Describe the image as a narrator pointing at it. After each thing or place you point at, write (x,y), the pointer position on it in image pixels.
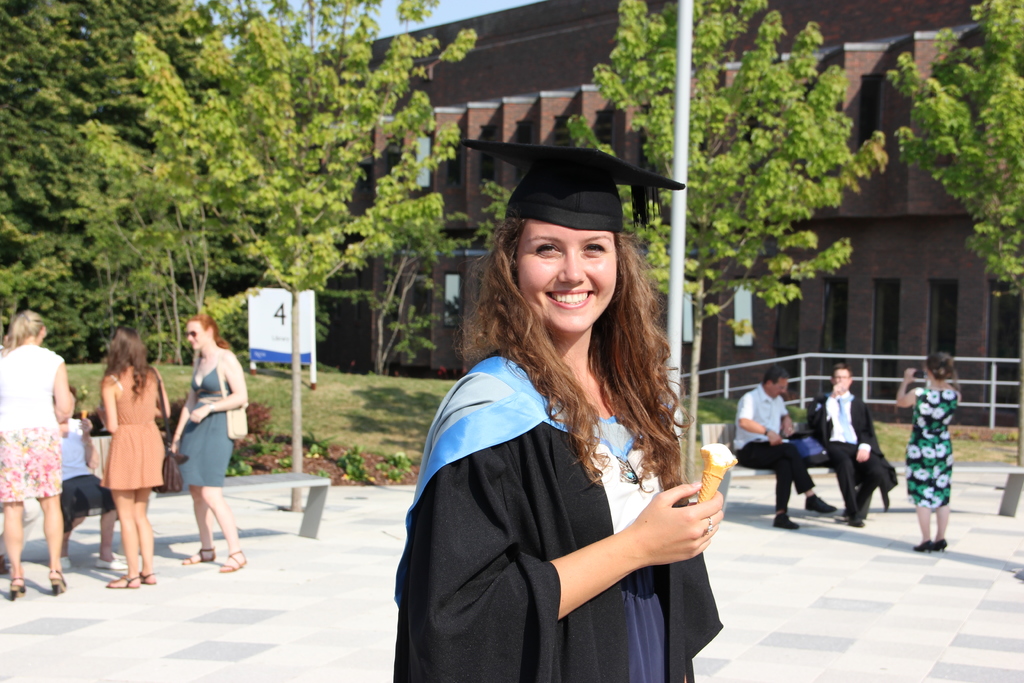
In the center of the image (482,344), we can see a lady (621,397) standing and wearing coat (587,483) and a hat (558,216) and holding an ice cream (703,489). In the background (825,297), there are trees (139,180), poles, buildings (763,347) and we can see some people (37,403) and there are benches (704,429) and there is a railing (716,370) and there are boards (278,335). At the bottom (193,593), there is a road (279,611).
